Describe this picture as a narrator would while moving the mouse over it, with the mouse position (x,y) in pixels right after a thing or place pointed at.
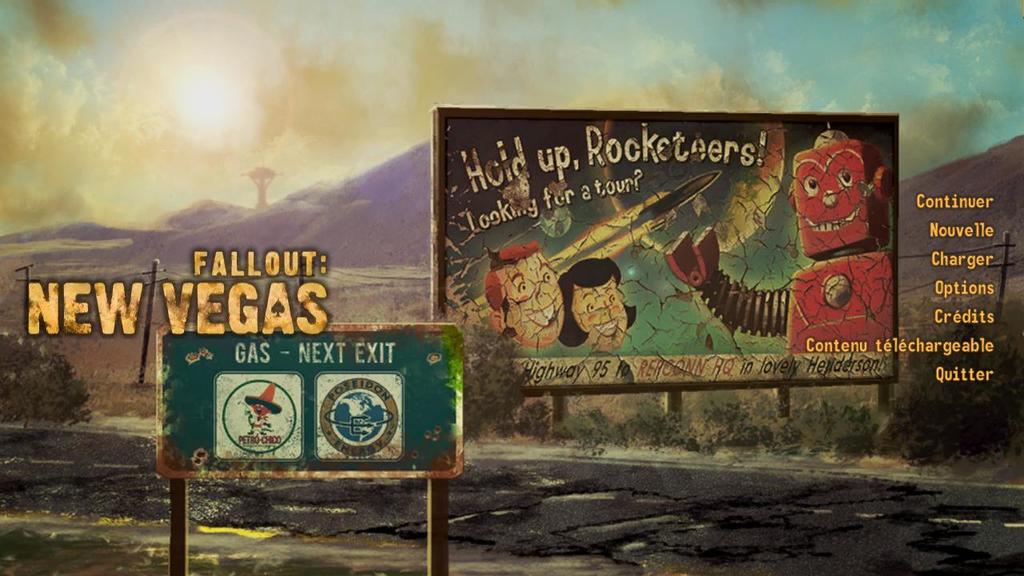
This is a graphic image, there are two ad boards (294,389) in the front (432,428) with some anime images (668,254) and text (675,148) on it and above its sky (494,46) and below there are hills (403,191).
